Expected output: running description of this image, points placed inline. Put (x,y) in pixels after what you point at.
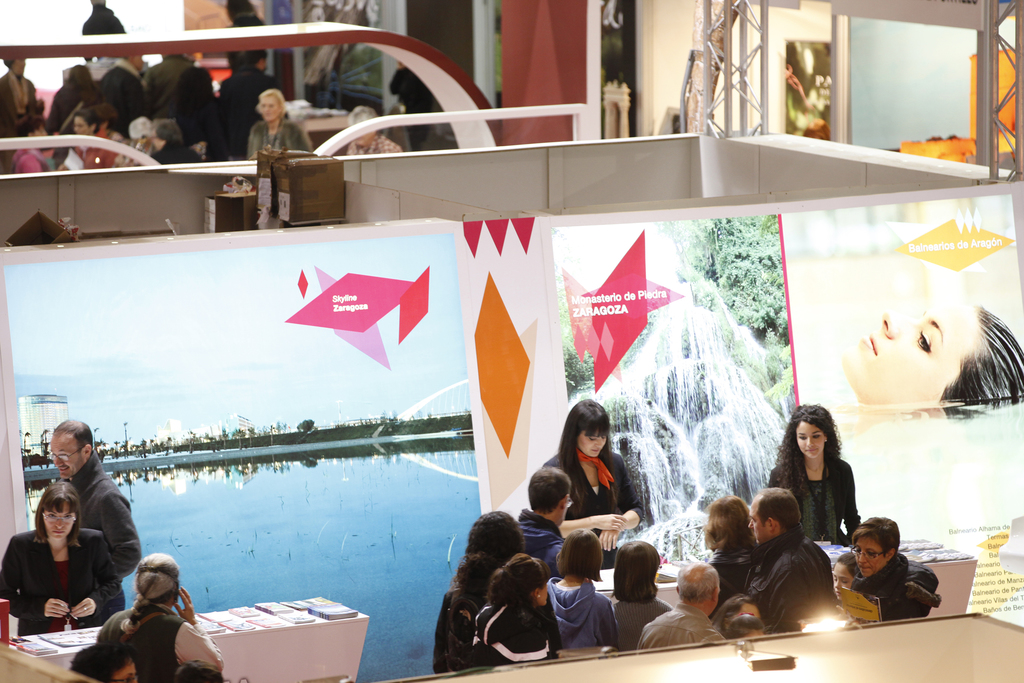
people (156,561) are standing. there are tables (317,642) between them on which there are books (246,607). behind them in other room (489,53) people (250,123) are standing. in the middle (644,369) there is a banner (258,403) on which zaragoza is written.
